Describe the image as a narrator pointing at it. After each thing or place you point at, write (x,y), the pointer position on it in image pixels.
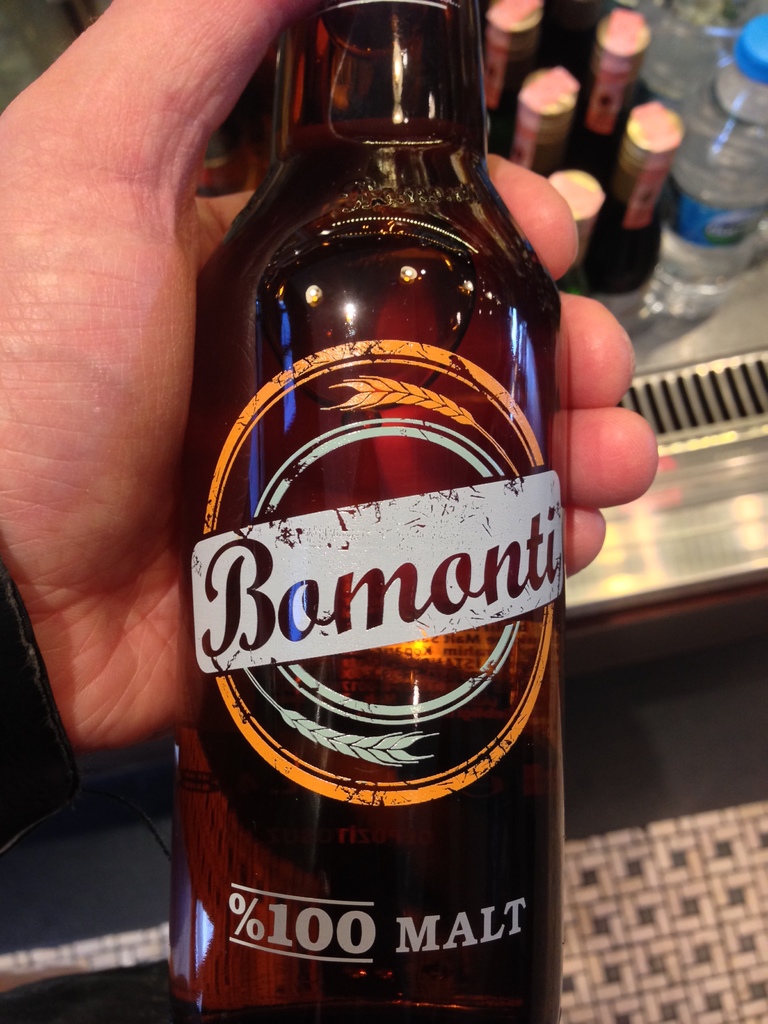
Here we can see a bottle (336,219) in a person's hand (207,52) and behind that we can see a number of bottles (680,155).
